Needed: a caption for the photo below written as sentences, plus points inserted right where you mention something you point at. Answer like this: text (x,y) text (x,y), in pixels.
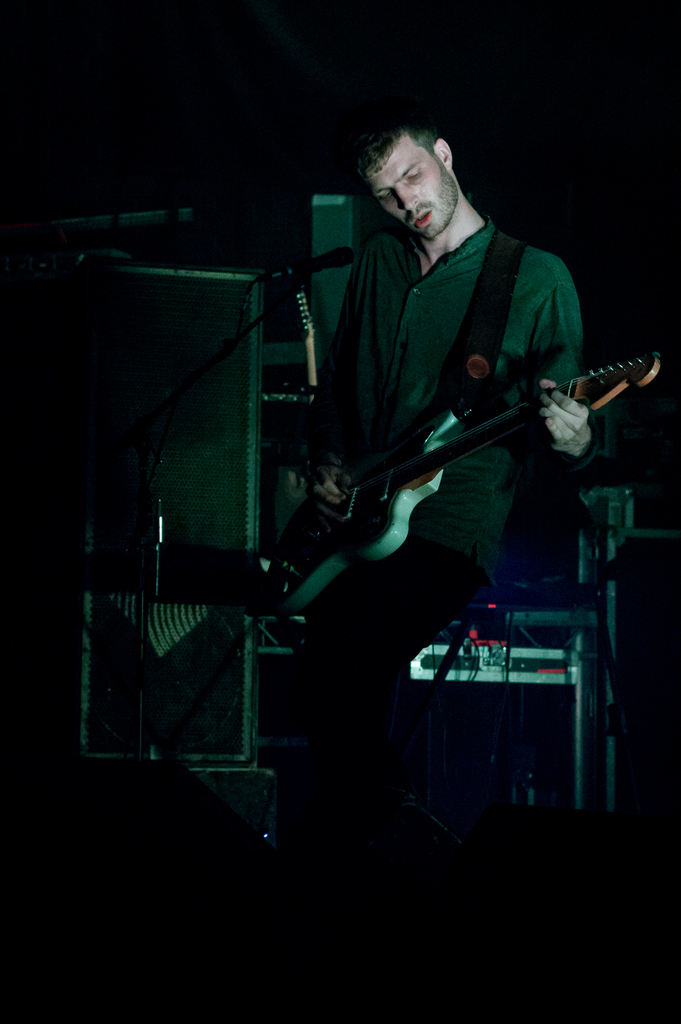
In this image a person (387,342) is standing and holding a guitar (278,580) in his hand (568,409). He is wearing a green shirt (445,316). Before him there is a mike stand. Behind him there are few devices (232,605).
